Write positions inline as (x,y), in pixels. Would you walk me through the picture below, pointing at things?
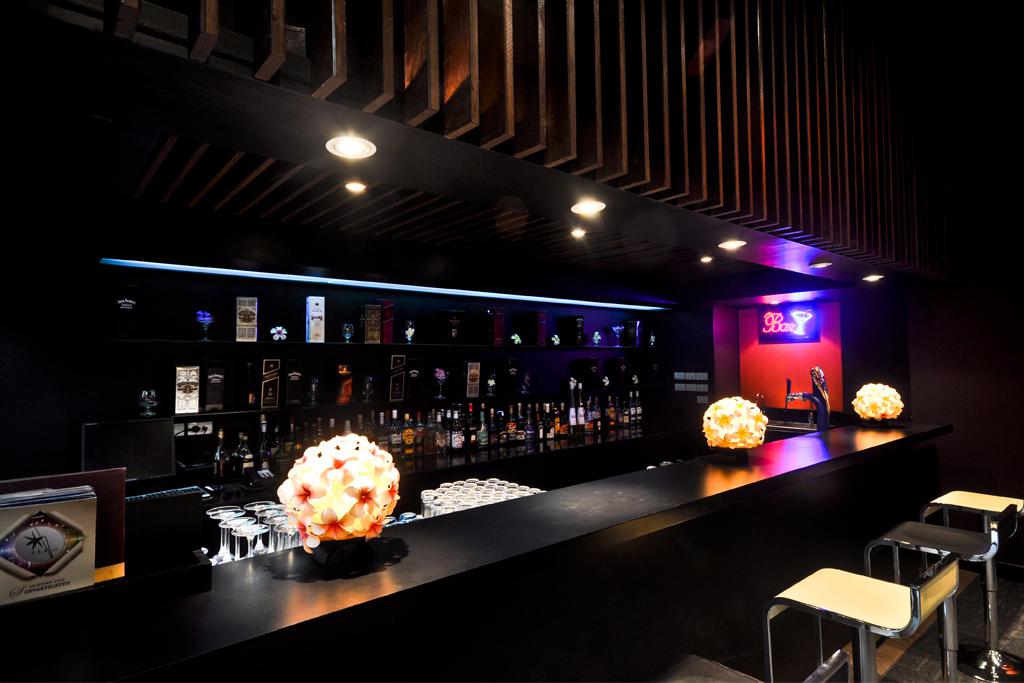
The image is taken in a bar (536,671). In the foreground of the picture (710,487) there are chairs (979,534), desk (502,531), flower vase (349,503), glasses (420,503) and other objects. In the center of the picture (511,416) there are bottles (252,397), boxes (314,325) and other objects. At the top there are lights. In the center of the background (796,320) there are light (810,320) and text (777,320).
